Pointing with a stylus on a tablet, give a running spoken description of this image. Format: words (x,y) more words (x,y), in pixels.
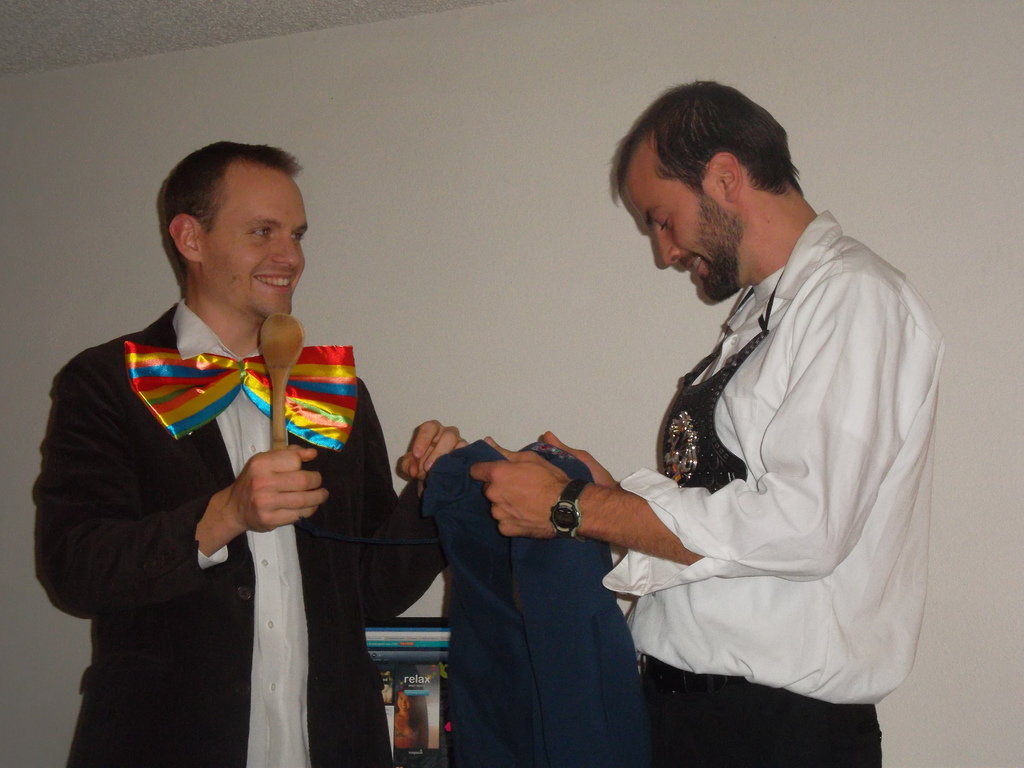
There is one person (203,635) standing and wearing a black color blazer (194,520) and a bow tie (230,373) and holding a spoon (273,362) on the left side of this image (242,437), and there is one another person (676,502) standing and wearing a white color shirt (788,471) and holding a jacket (559,576) on the right side of this image (768,486), and there is a wall (534,203) in the background (530,194).
